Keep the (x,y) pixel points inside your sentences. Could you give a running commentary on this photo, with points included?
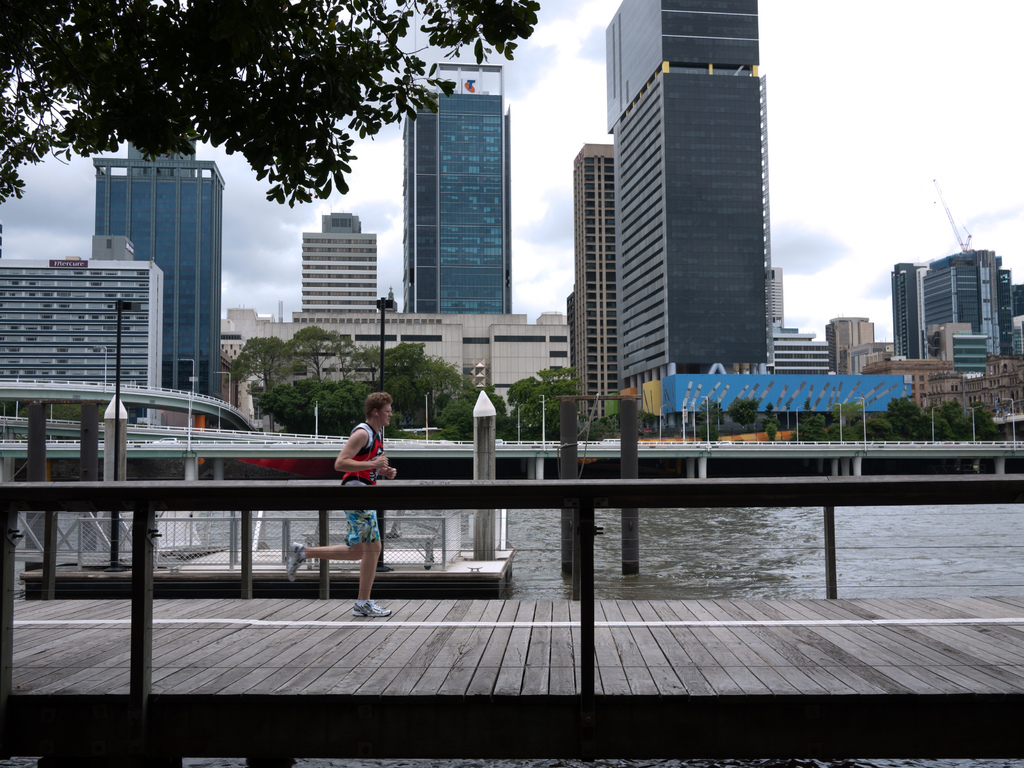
In this image there is a man (297,557) running on a wooden path (718,683), in the background (135,450) there is a bridge (842,453), buildings (473,376), tree (343,376), and the sky (873,101).
